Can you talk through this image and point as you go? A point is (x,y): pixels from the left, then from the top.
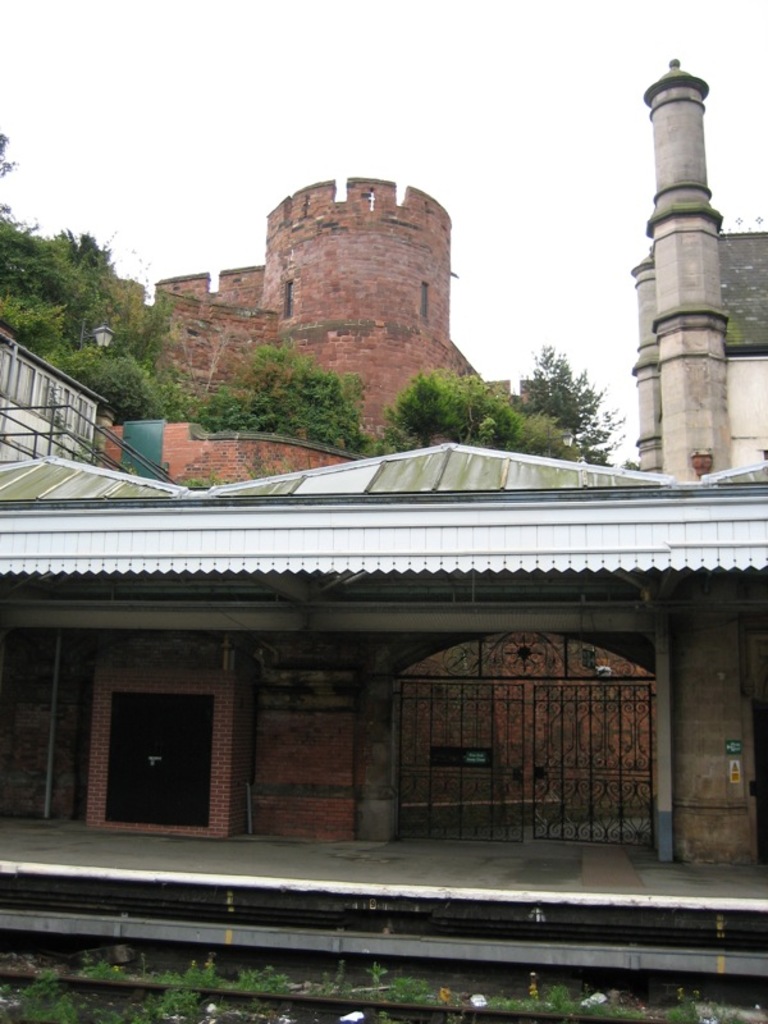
In this picture we can see a fort (307,351). In front of the fort (300,315) there are trees (252,371) and those are looking like buildings (433,534). In front of the building (269,701) there is a railway track (308,1023). Behind the fort (314,228) there is the sky (392,118).
